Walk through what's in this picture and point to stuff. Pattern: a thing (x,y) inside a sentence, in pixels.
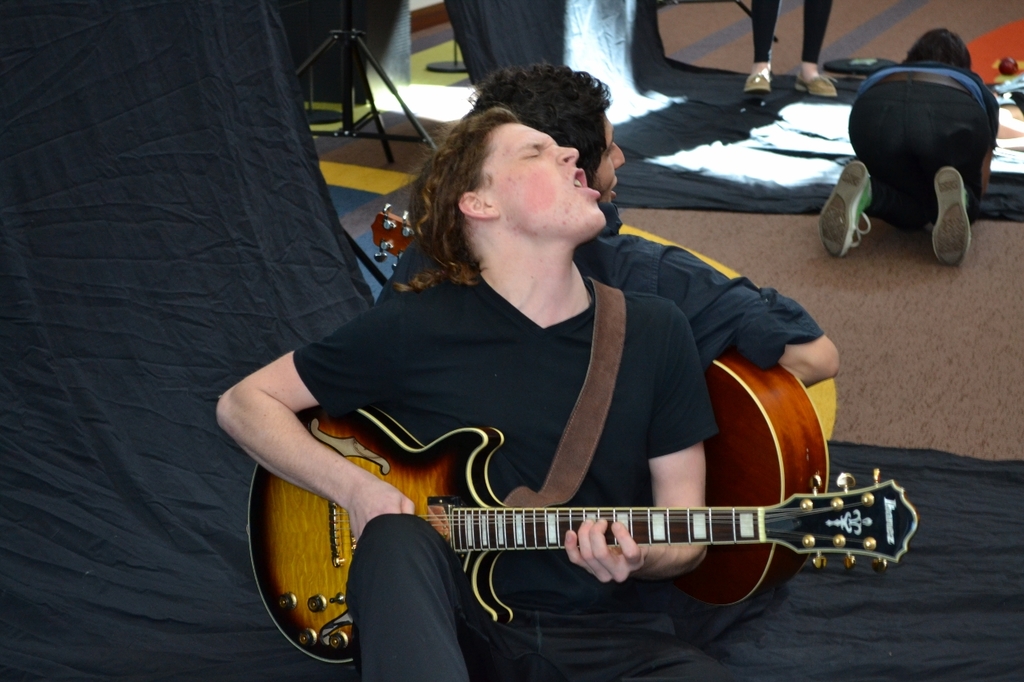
As we can see in the image there are four people (552,245). Among them two of them are sitting and holding guitar (704,531) in their hands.
